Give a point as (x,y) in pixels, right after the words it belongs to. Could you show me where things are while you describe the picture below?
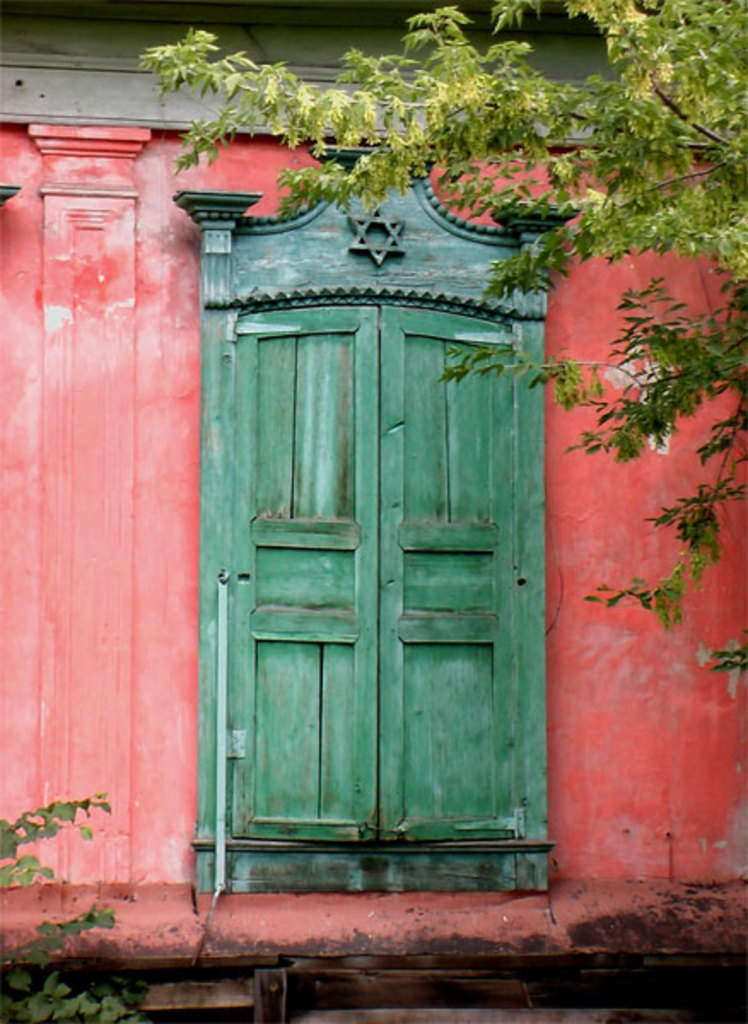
In this image I can see the wall (551,572) with a door (322,656). There is a tree (532,180) and there is a plant (51,1004).
